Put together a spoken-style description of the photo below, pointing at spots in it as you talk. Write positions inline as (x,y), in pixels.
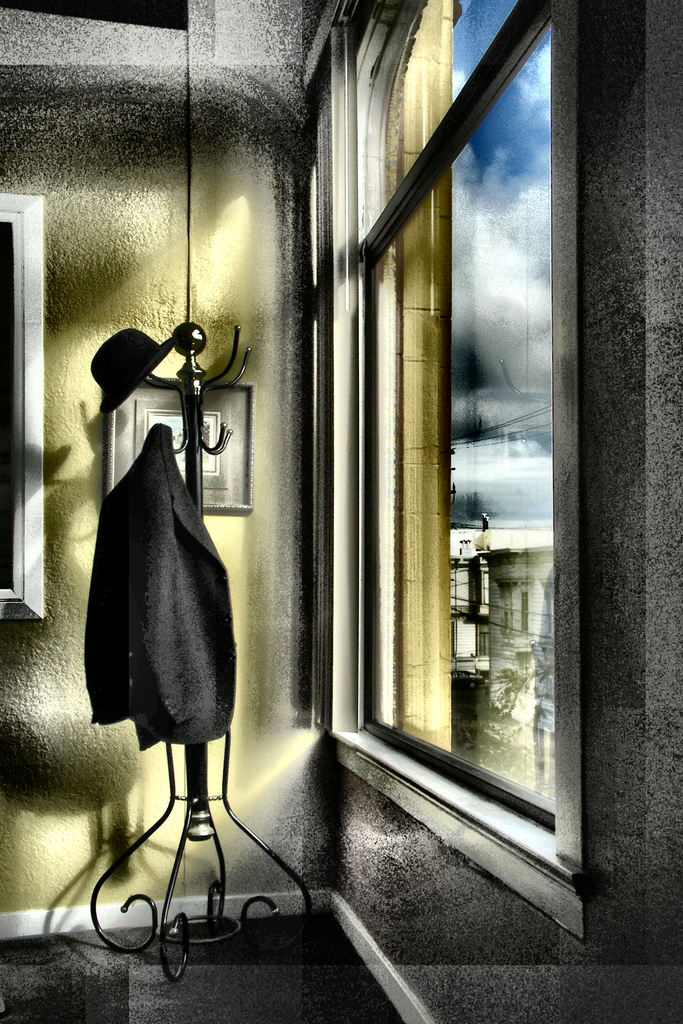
In this image we can see a stand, cloth (204,601), hat (145,361), wall (22,178), frame (104,441), and a glass window (468,611). Through the glass (505,483) we can see buildings (486,649) and sky (478,492) with clouds (489,413).
